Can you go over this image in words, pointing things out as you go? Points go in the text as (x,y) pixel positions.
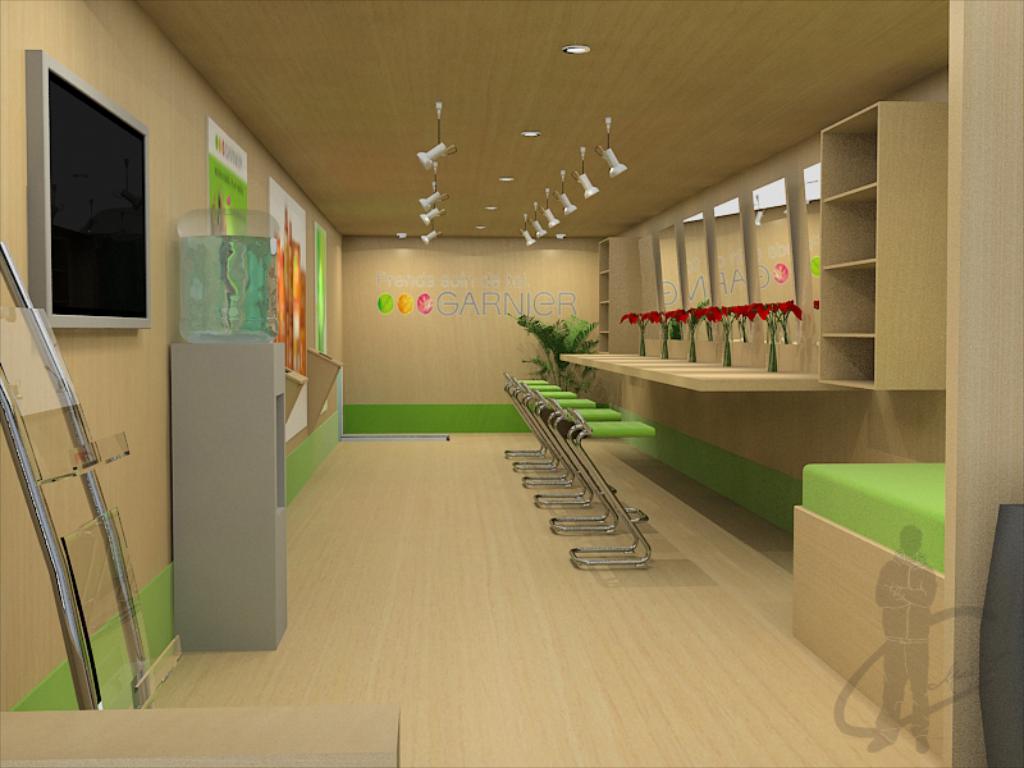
On the left side of the picture (164,465), we see a wall (164,399) on which TV screen (133,219) is placed. Beside that, we see a brochure stand (70,635). Beside that, we see a water filter (207,465). There are many posters (278,216) placed on the wall (122,380). On the right side (856,291), we see a rack (843,377). There are flower vases (718,321) placed on the table (666,371). Beside that, we see chairs (585,403). In the background (574,385), we see a flower pot (579,333) and some text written on the wall (489,242). At the top of the picture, we see the lights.
